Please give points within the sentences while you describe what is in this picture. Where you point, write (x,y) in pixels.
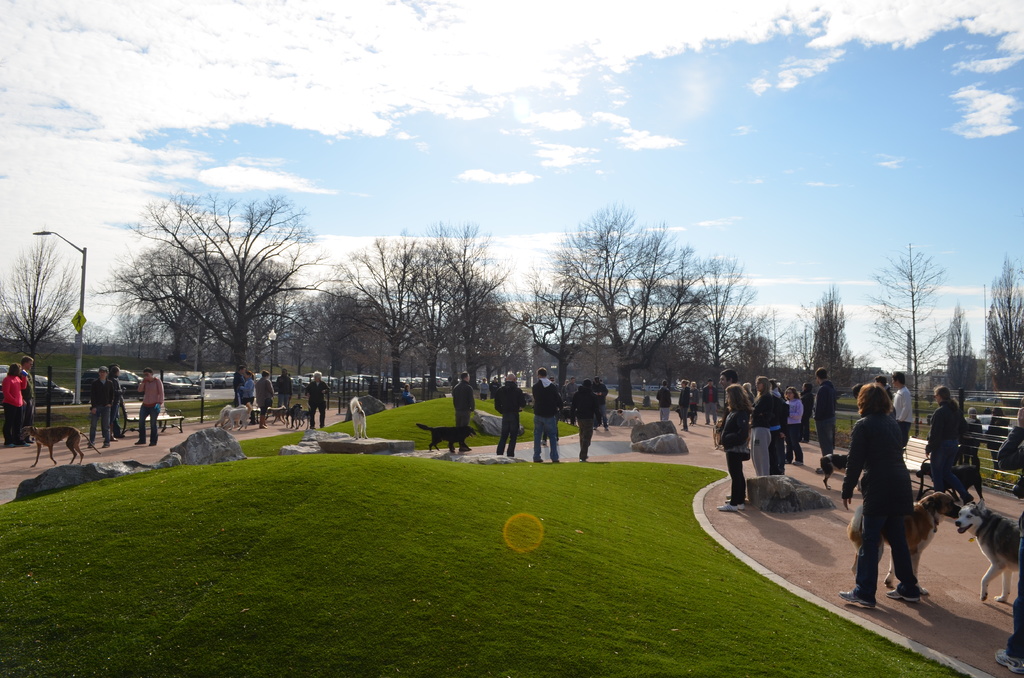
In this image at the bottom (475,531) there is grass (304,494), and there are a group of people (784,433) and there are some dogs (1003,545) and some rocks (97,464) chairs (914,441). In the background (190,351) there are some vehicles (299,376), trees (301,297) and some poles (80,267), boards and light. At the top of the image (389,128) there is sky (743,178).
